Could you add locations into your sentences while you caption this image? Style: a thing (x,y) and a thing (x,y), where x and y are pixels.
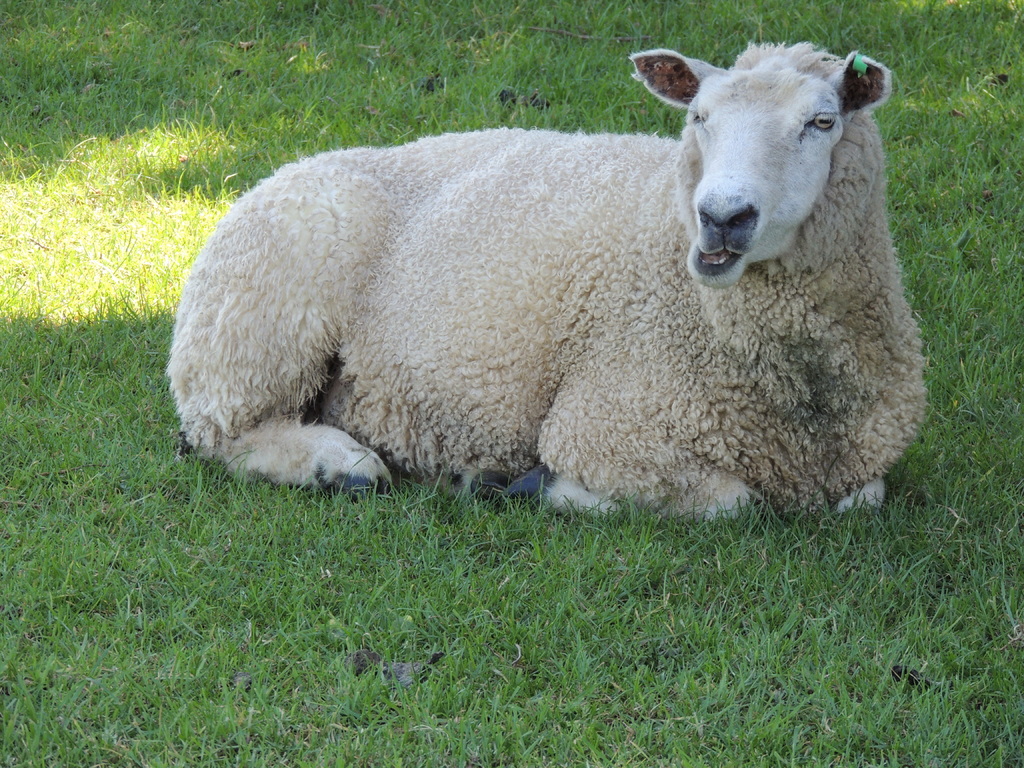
In this image I can see an animal (649,218) which is in white and cream color. I can see the green grass (755,627).
